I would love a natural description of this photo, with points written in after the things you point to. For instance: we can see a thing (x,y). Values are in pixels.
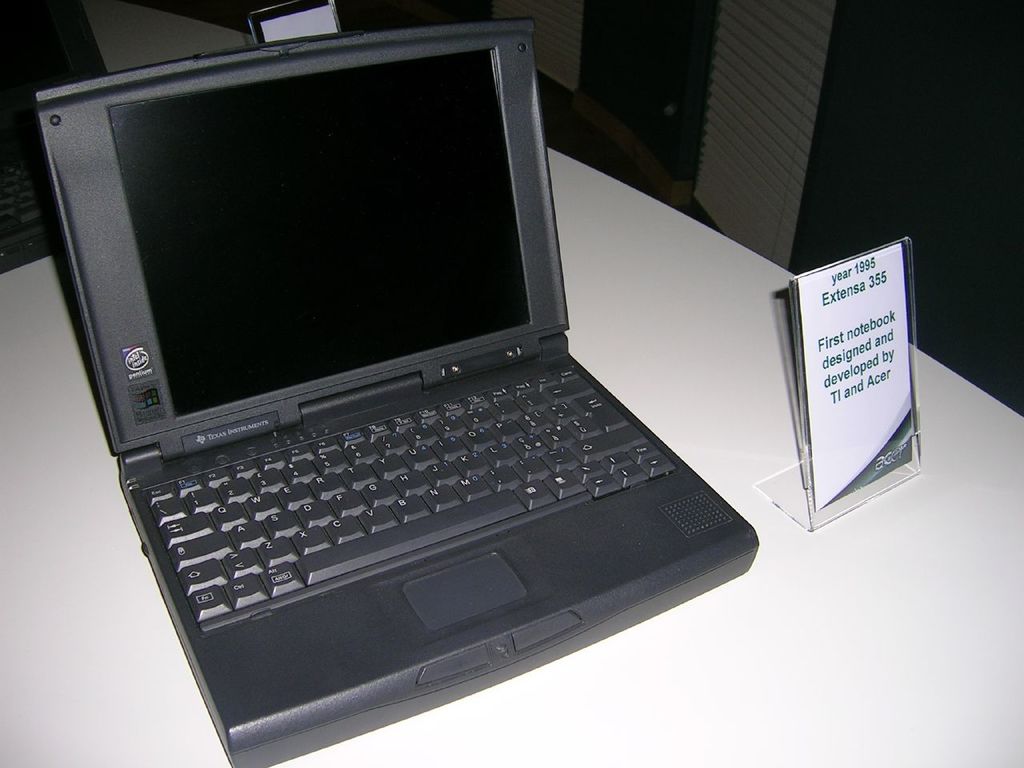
In this image we can see a laptop (505,372) and a name plate (823,397) is kept on white surface (182,663).
